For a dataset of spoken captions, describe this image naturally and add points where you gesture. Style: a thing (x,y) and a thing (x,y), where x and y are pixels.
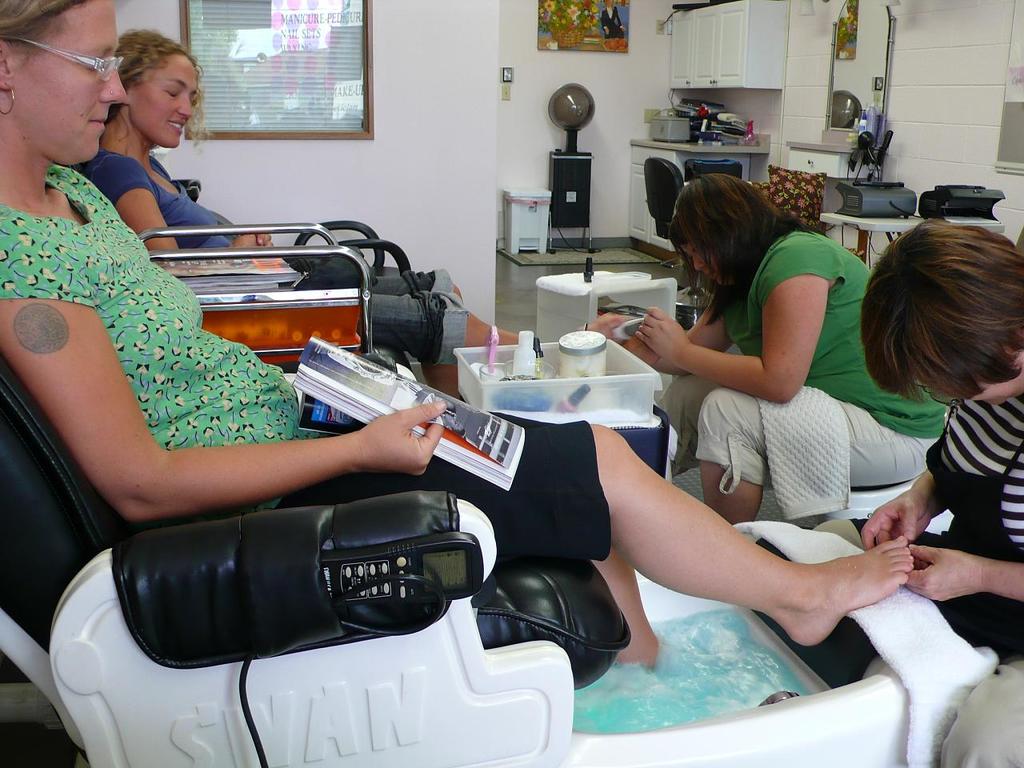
There are two women (178,345) sitting on the chairs (147,561) we can see on the left side of this image (178,463), and there are two persons (843,345) sitting on the right side of this image (840,337). There is a wall (405,175) in the background (614,167), and there is a photo frame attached to this wall (385,52). We can see some objects (670,166) are present on the right side of this image (865,166).
